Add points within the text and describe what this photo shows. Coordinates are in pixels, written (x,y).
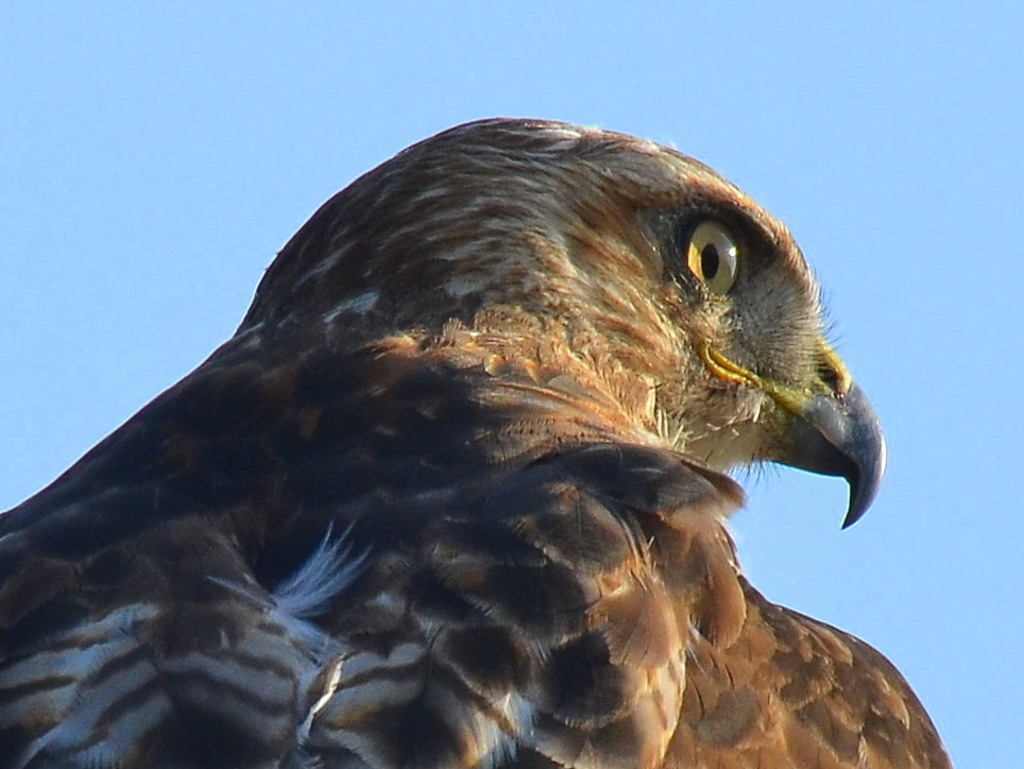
In this picture I can see a bird (476,233), and in the background (262,253) there is the sky (987,181).
